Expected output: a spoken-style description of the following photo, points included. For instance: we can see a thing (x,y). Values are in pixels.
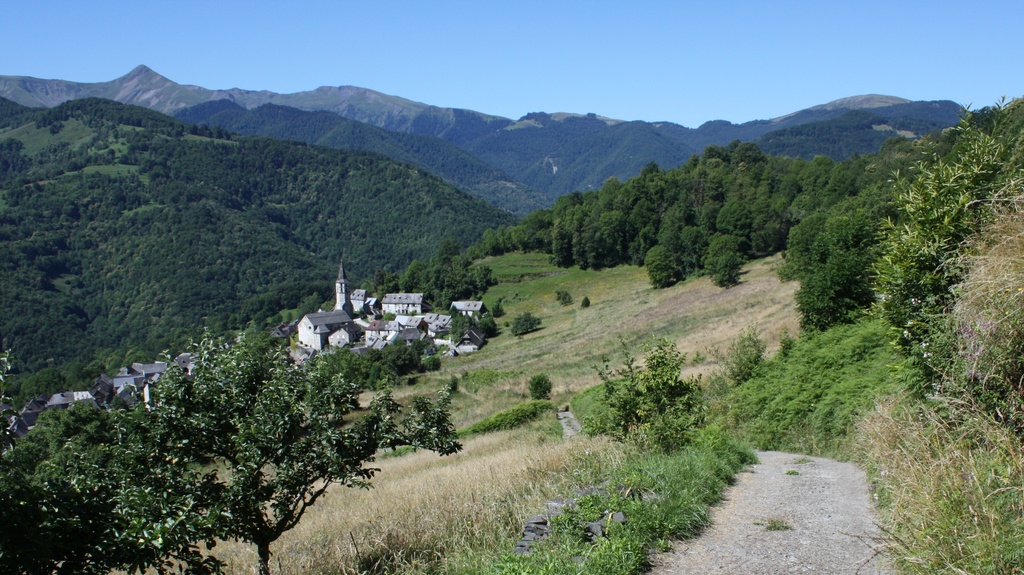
In this picture there are houses (3,406) on the left side of the image (145,387) and there is greenery (349,572) around the area of the image.
